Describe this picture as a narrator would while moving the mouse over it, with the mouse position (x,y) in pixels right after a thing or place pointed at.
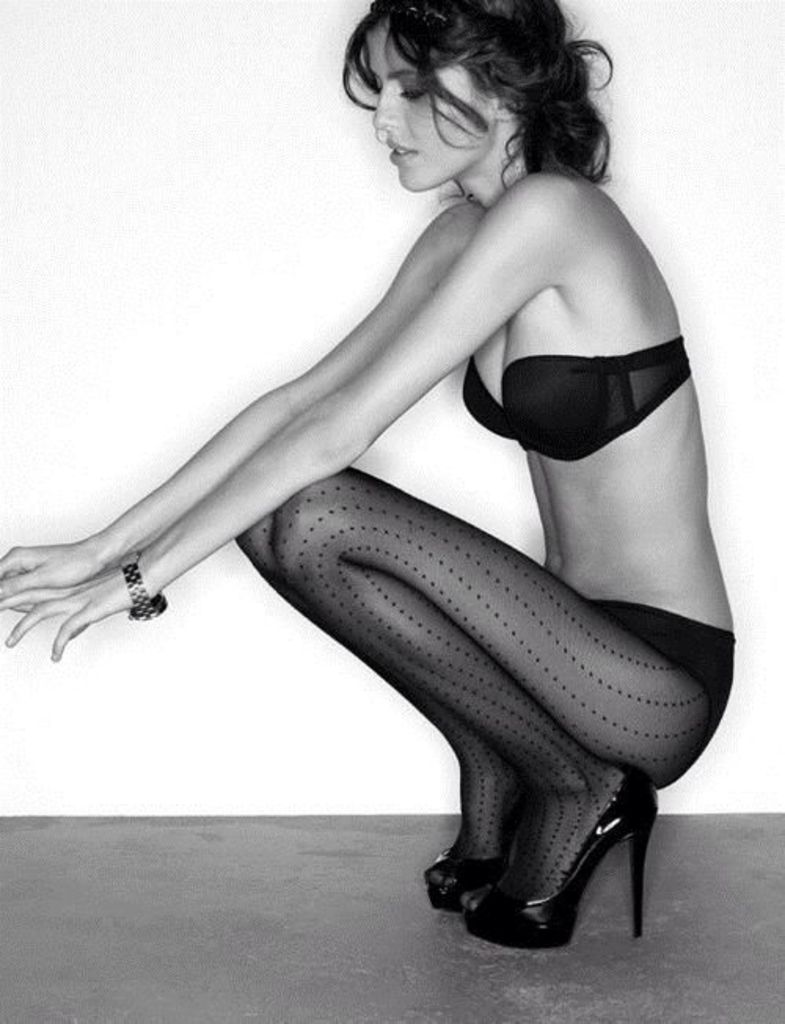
In the image we can see a woman (415,577) wearing inner wear (494,645), sandal (575,907) and a wrist watch (137,608).
